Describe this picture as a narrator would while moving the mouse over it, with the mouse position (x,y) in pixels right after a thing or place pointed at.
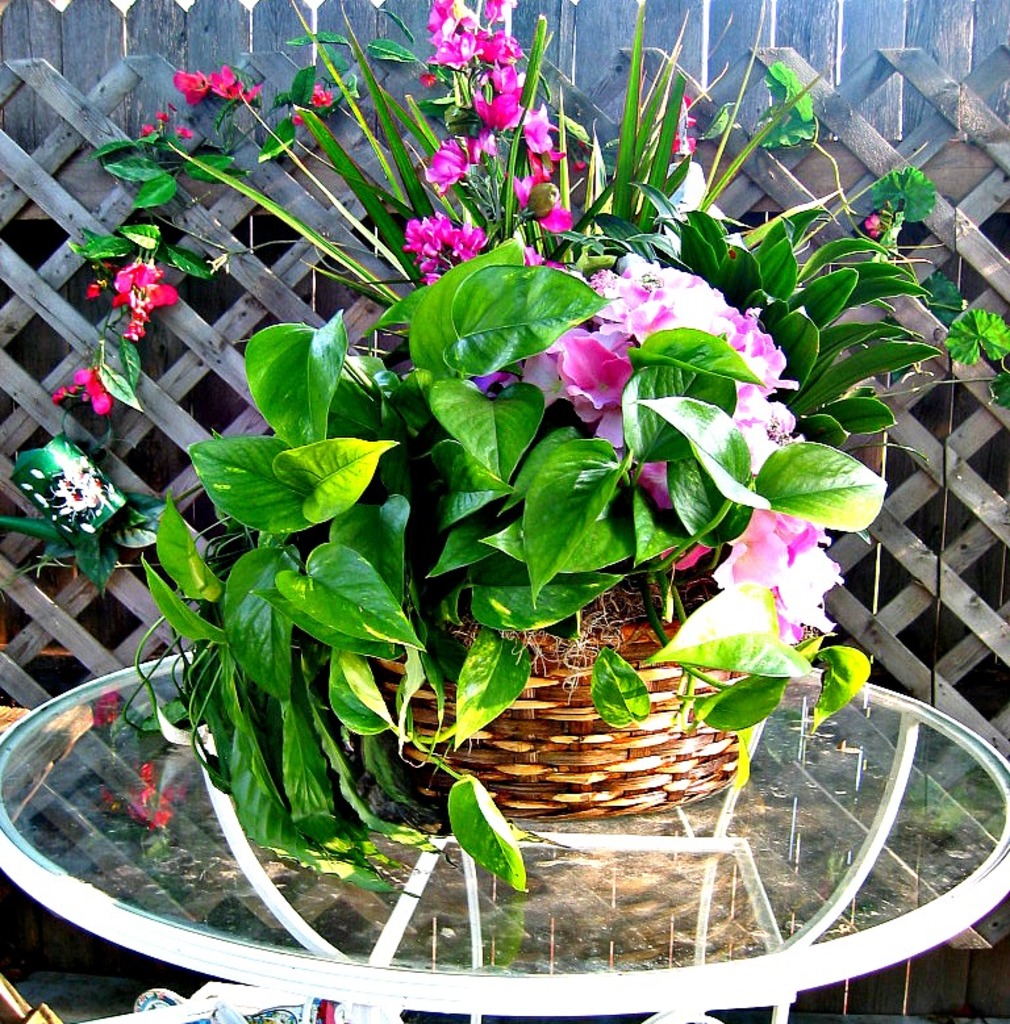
In the foreground of this image (520,570), there is a flower vase (651,759) on the glass table (666,944), in the background (99,48), there is a wooden wall (107,71).
